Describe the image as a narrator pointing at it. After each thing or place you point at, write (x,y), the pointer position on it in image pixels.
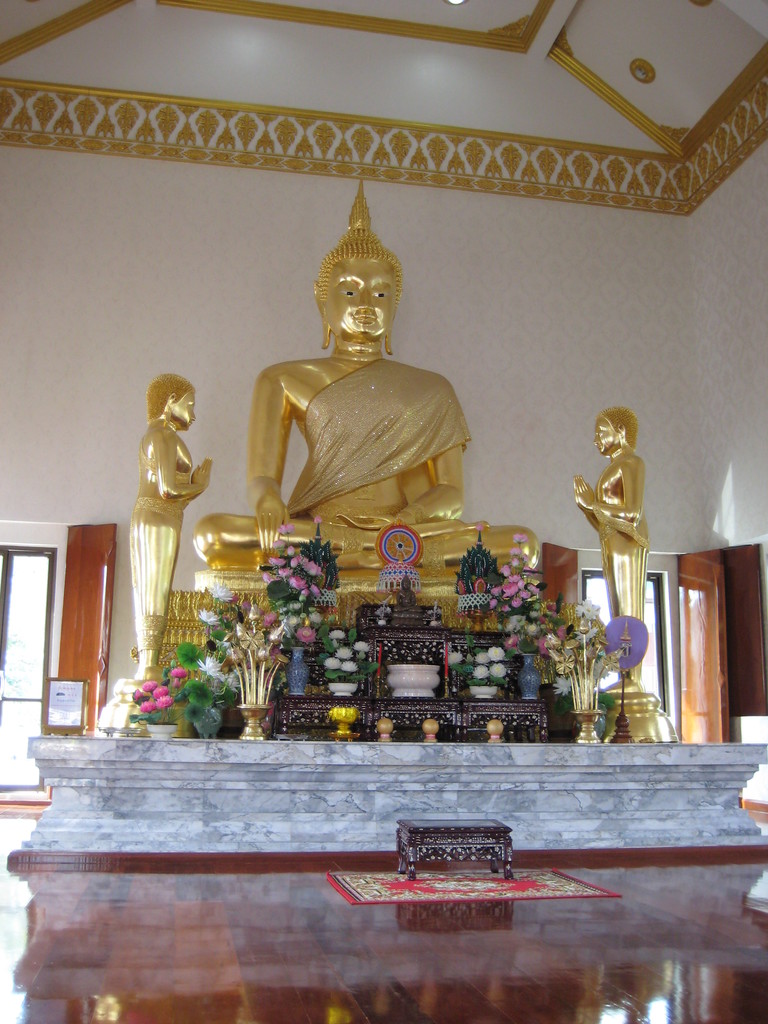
In this image, we can see some statues (441,510) and there are some flower pots (167,726), in the background (751,699) there is a wall (7,541) and we can see doors (24,662).
